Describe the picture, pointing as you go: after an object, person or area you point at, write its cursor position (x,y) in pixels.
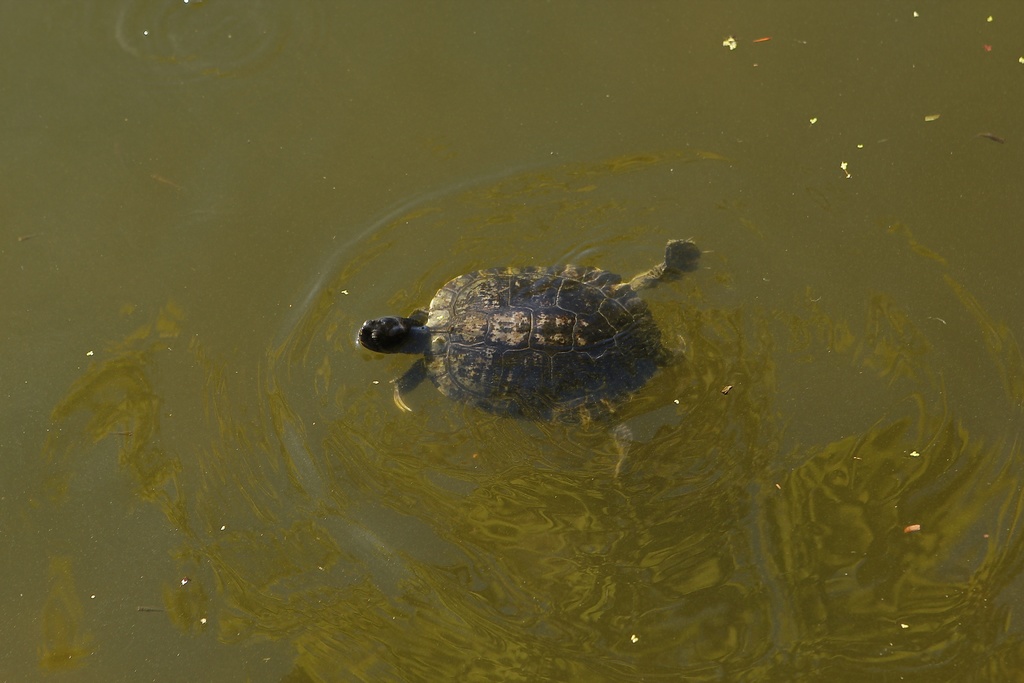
In this picture we can see a tortoise (552,335) in the water (549,163).
